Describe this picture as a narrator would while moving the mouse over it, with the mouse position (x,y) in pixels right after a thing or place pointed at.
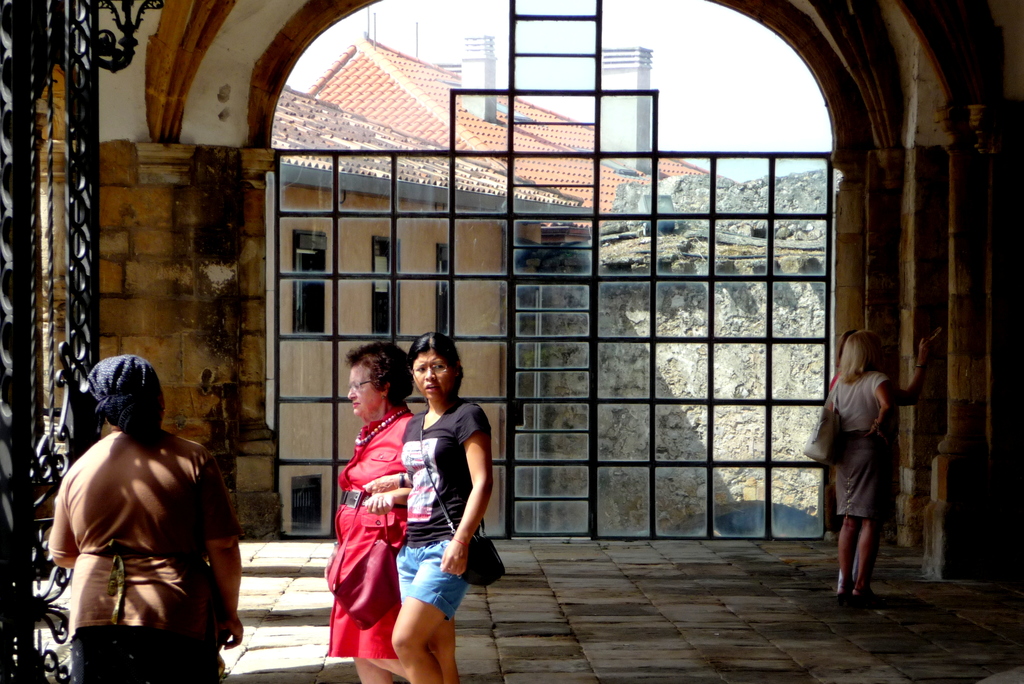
In this picture there are few persons (440,485) standing and there is a black fence (64,429) in the left corner (45,447) and there is a fence (523,316) and few buildings (573,195) where one building (576,168) among them is having two chimneys (465,75) on it in the background (612,75).
